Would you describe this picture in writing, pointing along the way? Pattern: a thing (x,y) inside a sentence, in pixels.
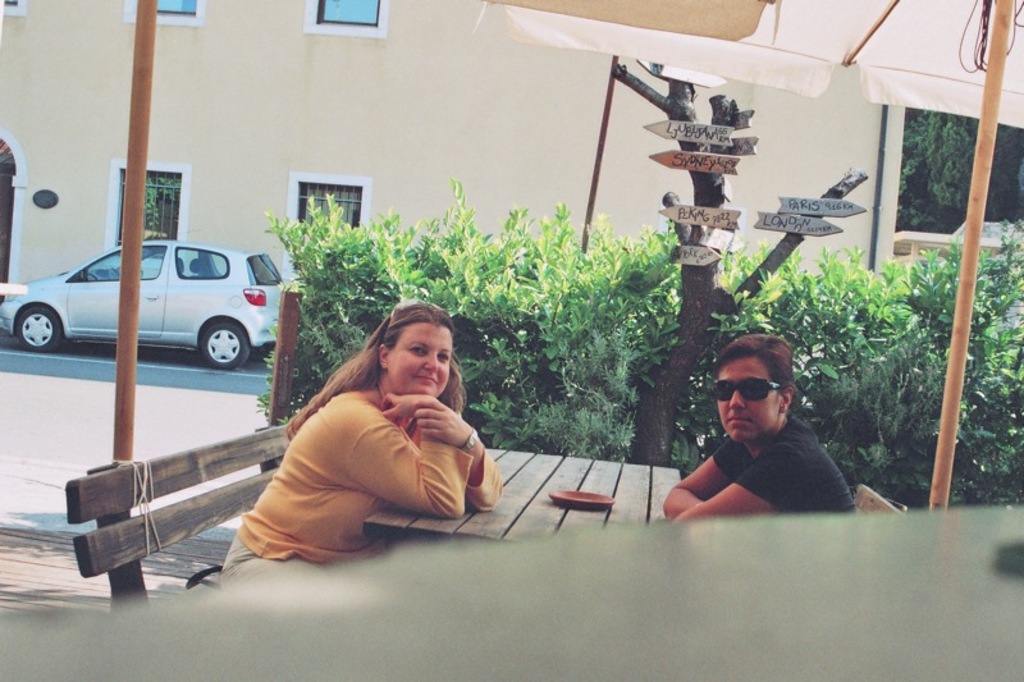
In this image I can see two people (378,348) are sitting on the bench (266,473). In front (593,500) I can see something is on the table (551,485). Back I can see few buildings (437,178), windows (321,189), vehicle (156,288), poles (123,313), signboards (803,201), plants (434,298) and tents (887,53).
